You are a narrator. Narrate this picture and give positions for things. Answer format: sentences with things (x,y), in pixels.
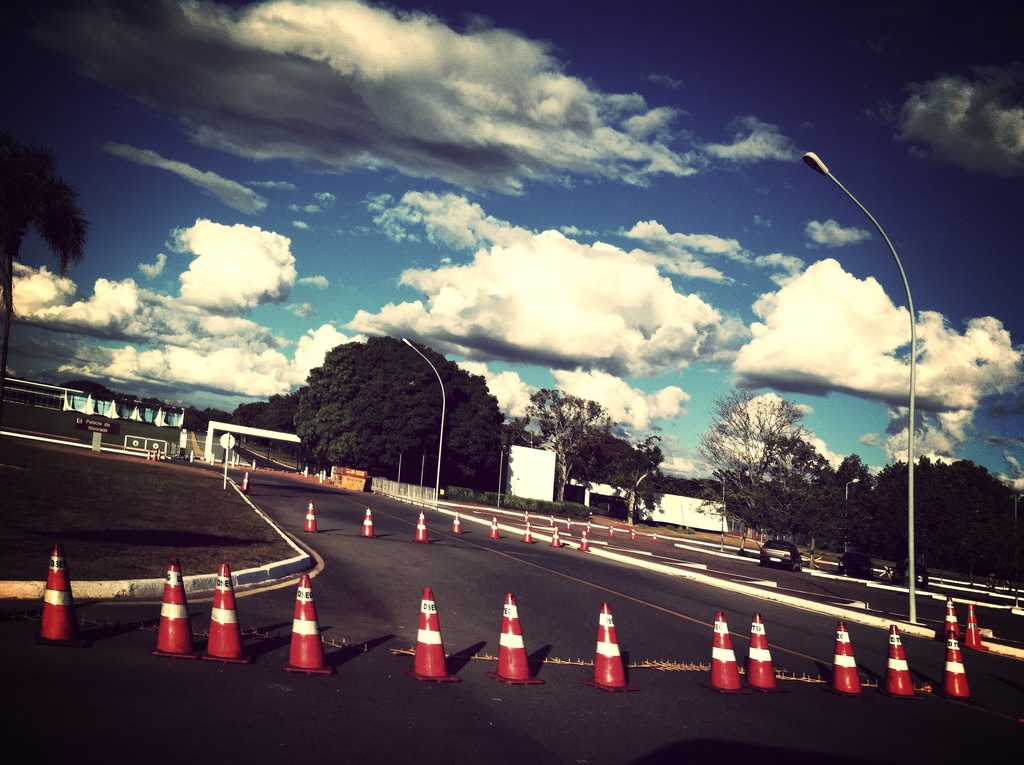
At the bottom of this image (957,669), there are traffic cones (767,652) arranged across the road (427,556). On the left side (127,545), there's grass (155,509) on the ground (177,546). On the right side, there are lights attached to the poles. In the background (969,493), there are trees (433,438) and other objects (784,555) on the ground (859,587) and there are clouds (646,149) in the blue sky (680,144).
